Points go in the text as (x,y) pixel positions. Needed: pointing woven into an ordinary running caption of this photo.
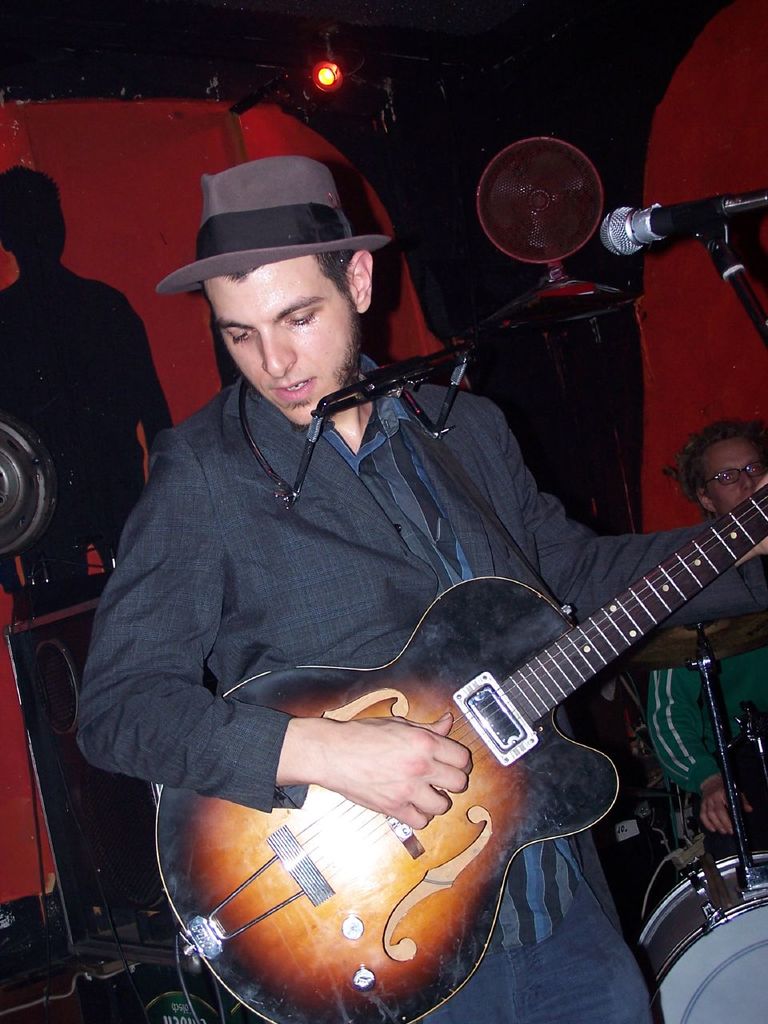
In this image I can see a man (355,574) wearing suit (339,562) and playing a guitar (356,853). He's wearing a cap (254,227) on his head (323,381). In front of this person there is a mike stand (713,239). In the background (567,181) there is a fan (535,186). On the right side (739,679) image I can see a person (741,688) sitting and playing the drums (739,915).
